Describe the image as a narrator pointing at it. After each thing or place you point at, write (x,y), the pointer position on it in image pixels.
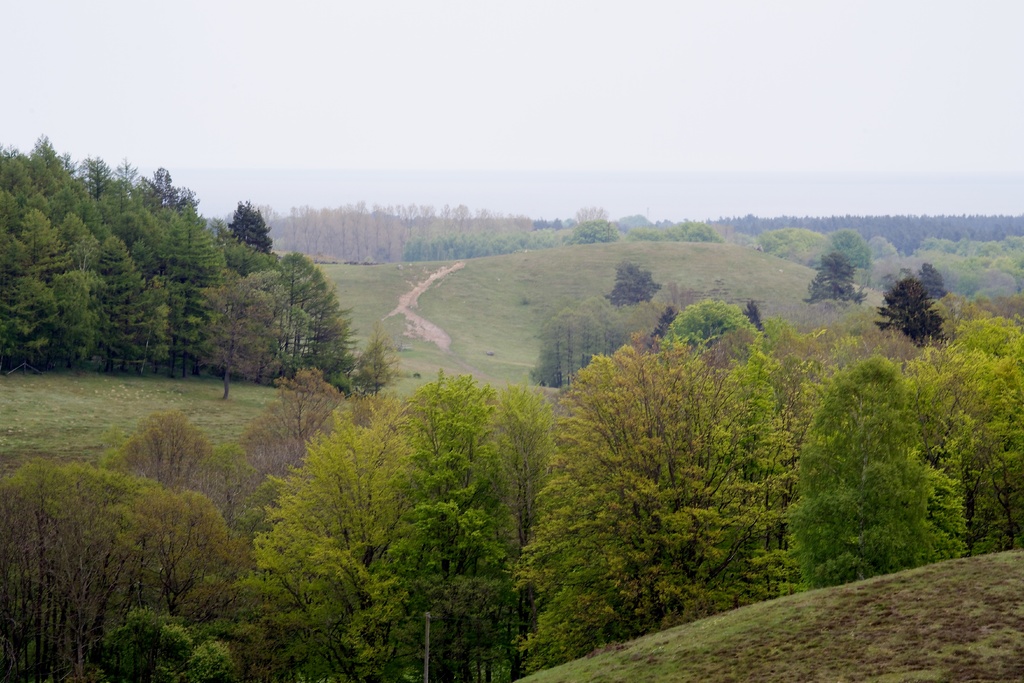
In this image I can see there are trees (355,446), at the top (540,85) it is the sky (492,123).
